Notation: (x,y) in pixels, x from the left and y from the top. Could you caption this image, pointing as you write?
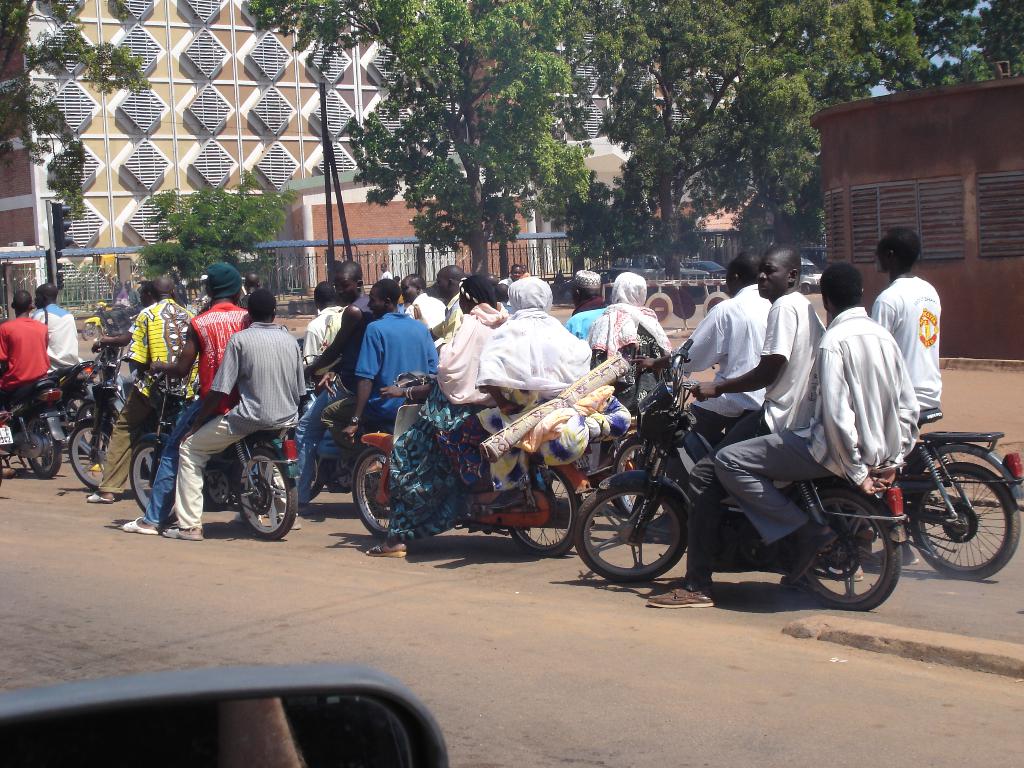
In this picture we can see some persons (720,496) on the bikes (632,517). This is the road (224,575). And on the background (250,137) there is a building (308,106). And these are the trees (753,80).
